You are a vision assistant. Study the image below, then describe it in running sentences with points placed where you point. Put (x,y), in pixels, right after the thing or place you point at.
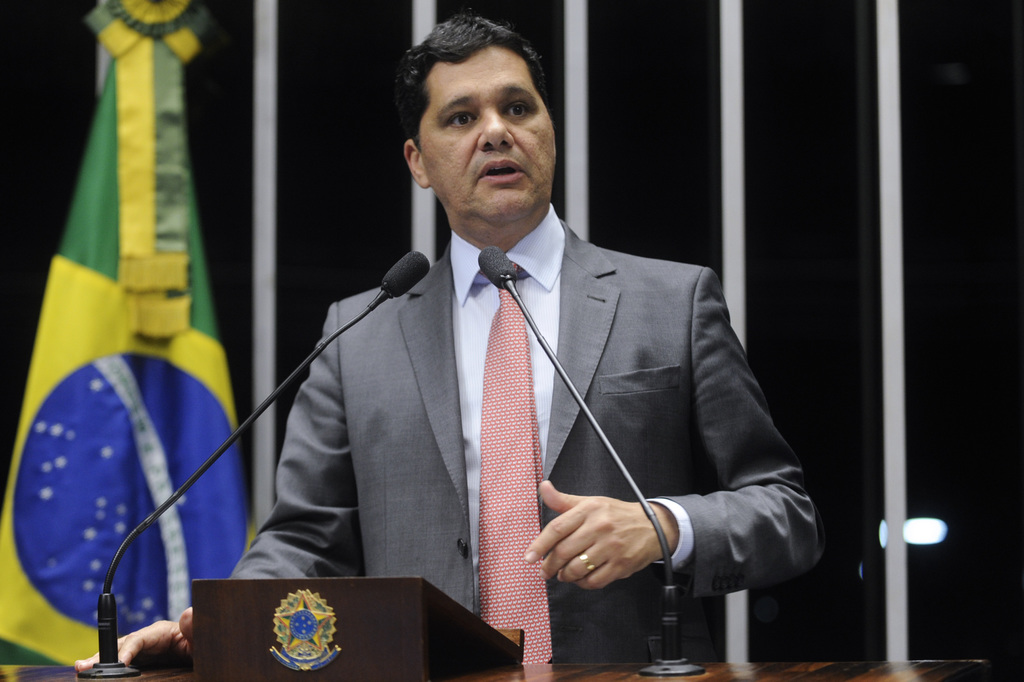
In this picture there is a person (613,386) wearing suit (634,400) is standing and speaking in front of two mics (389,294) and there is a flag (108,422) in the background (134,327).
